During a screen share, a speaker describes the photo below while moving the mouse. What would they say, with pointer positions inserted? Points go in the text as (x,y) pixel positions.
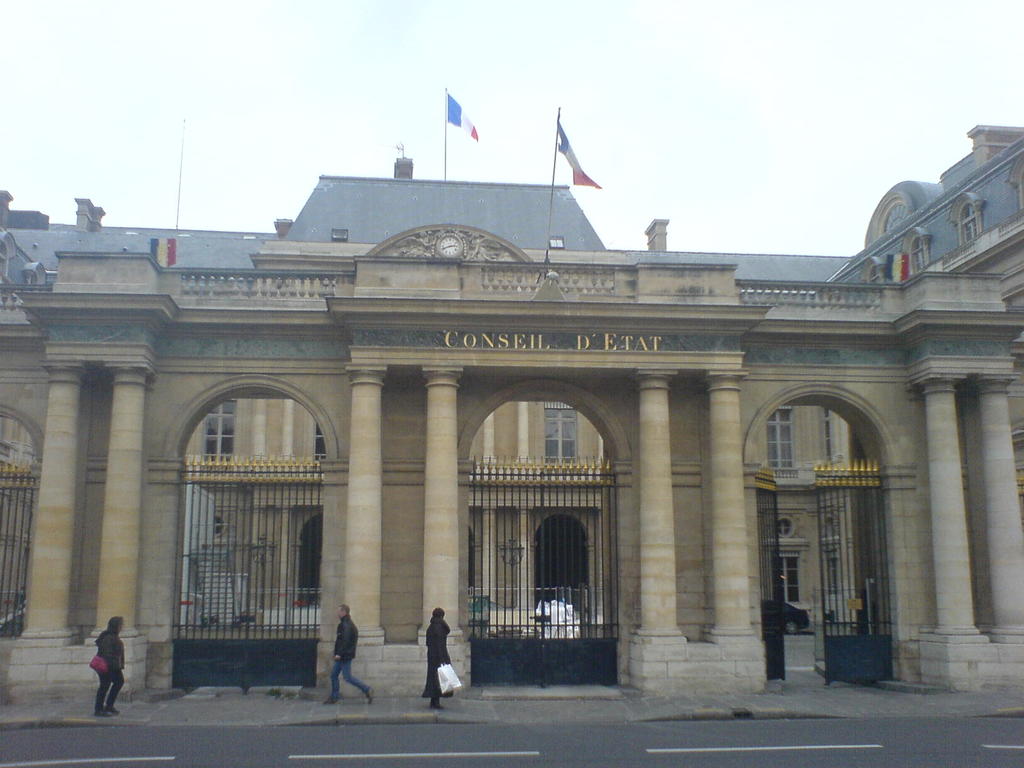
In this image there is an entrance wall (957,304) to that wall (996,513) there is arch (859,419) and four gates (30,483), in front of the wall (638,549) people (442,693) are walking, in the background (282,262) there is building (570,224), flags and sky (644,35).
